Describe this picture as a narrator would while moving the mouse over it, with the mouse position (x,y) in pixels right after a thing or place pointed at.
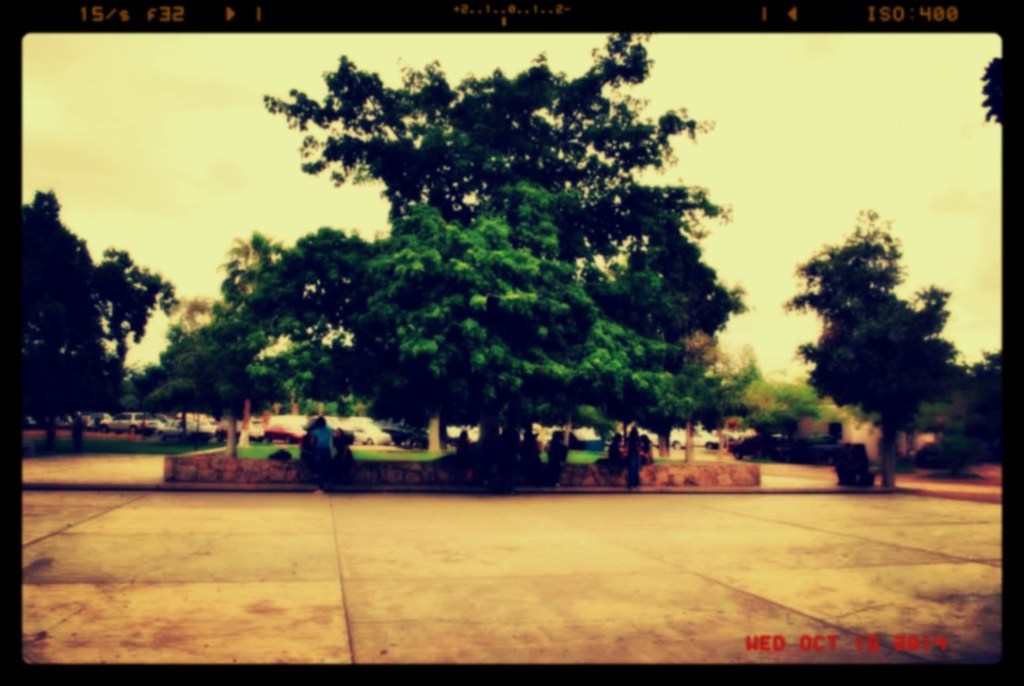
In this image in the center (448,377) there are persons (637,468) sitting and there are trees (381,354).
